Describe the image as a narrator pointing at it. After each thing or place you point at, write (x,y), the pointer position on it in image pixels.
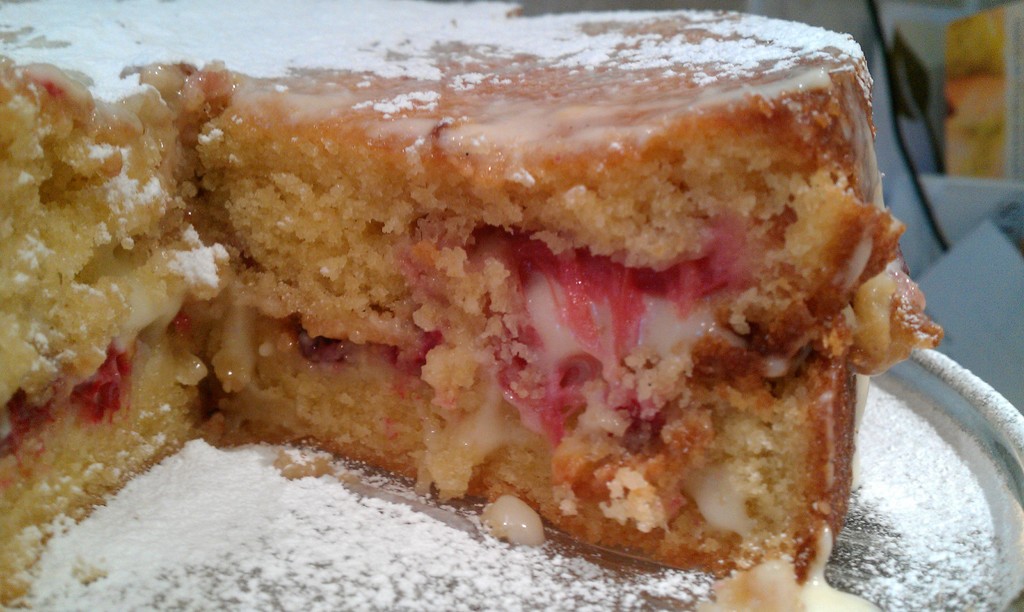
In this image there is a food item (470,119) on a plate (911,471).
